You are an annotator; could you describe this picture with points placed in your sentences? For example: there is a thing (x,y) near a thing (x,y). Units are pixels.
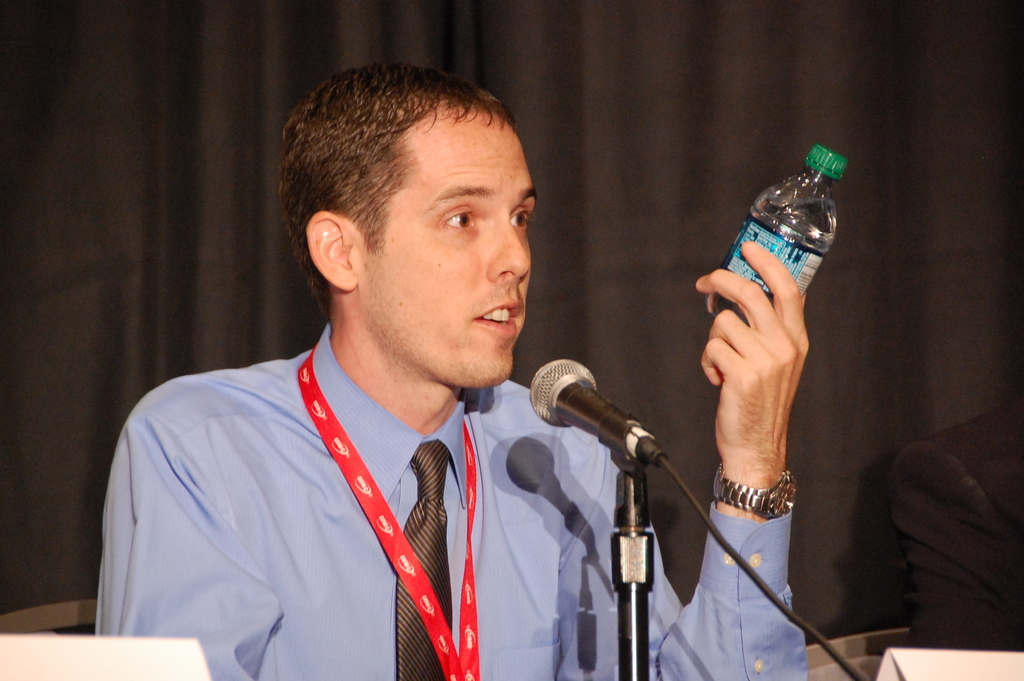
In this image there is a man (258,628) who is holding the bottle (764,283) with his hand (764,315) and looking at it. There is a mic (568,395) in front of him. At the background (168,302) there is a curtain (137,101).
